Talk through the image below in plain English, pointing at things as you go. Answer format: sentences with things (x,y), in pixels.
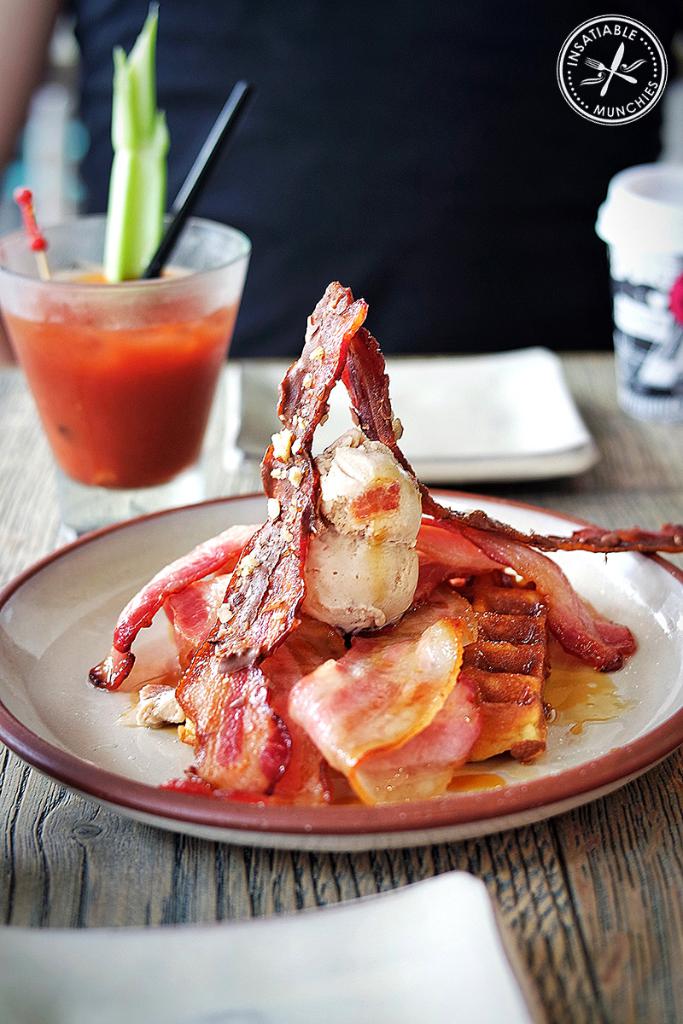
In this image we can see the plate (399,834) with some food item (378,552) and there is a glass (191,296) and also we can see some objects (632,271) on the table (0,492). There is a person (593,268) sitting in front of the table (403,872) and there is a text (628,32) and logo (568,42) on the image.
